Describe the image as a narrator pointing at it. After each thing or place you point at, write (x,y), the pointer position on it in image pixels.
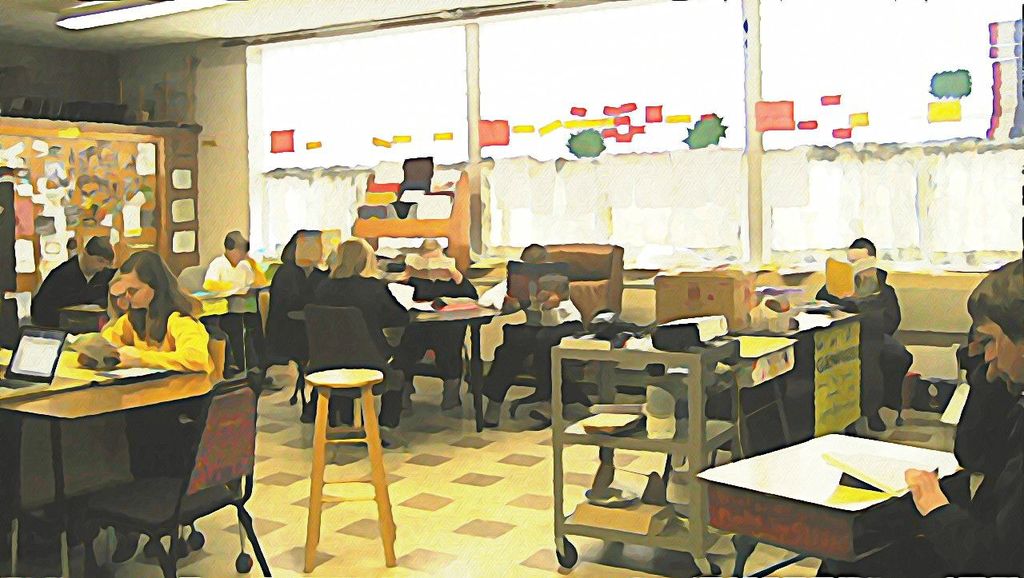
In this picture there is a painting (335,310) of some people (189,332) sitting in the chairs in front of their respective tables (452,316). We can observe a board (104,212) to which some papers (100,208) were stuck. There is a stool (362,476). And in the background (570,159) there are some windows (566,110) here.
